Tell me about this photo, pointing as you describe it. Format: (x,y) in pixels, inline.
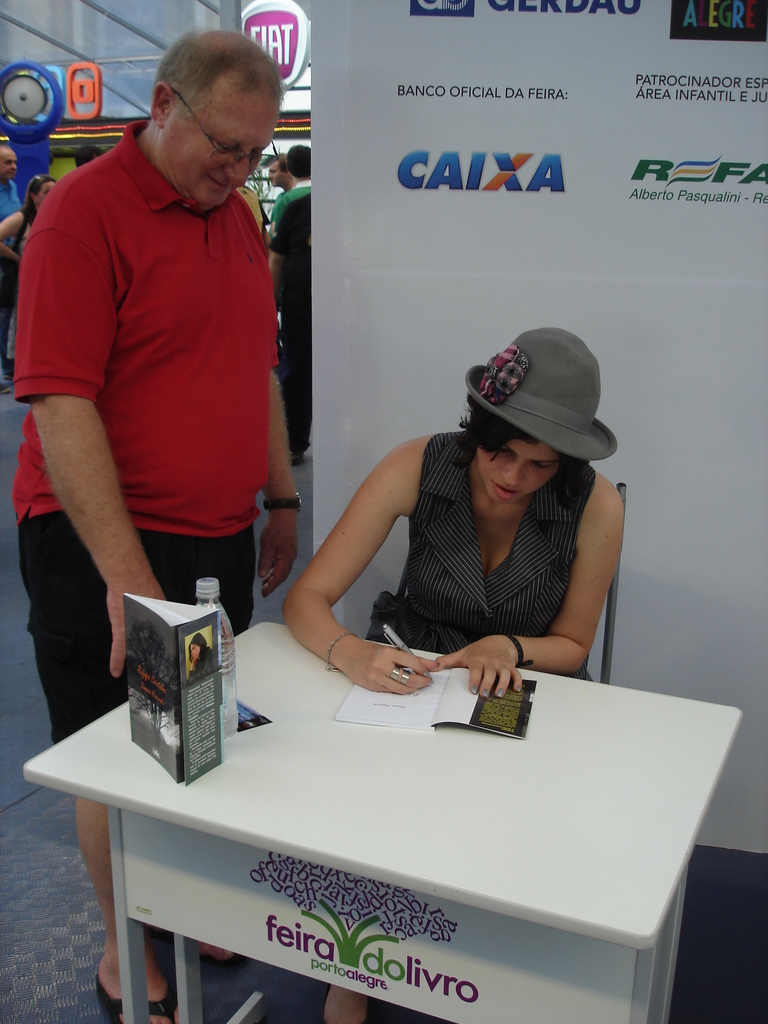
In the middle of the image (475,619) a woman (503,454) is sitting and writing something on the book (533,701). Bottom right side of the image (613,685) there is a table (274,677), On the table (253,693) there is a bottle (222,634) and book (215,626). Bottom left side of the image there is a man (260,275) standing and smiling. Behind him a few people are standing. Top right side of the image (697,62) there is a banner (482,275).
